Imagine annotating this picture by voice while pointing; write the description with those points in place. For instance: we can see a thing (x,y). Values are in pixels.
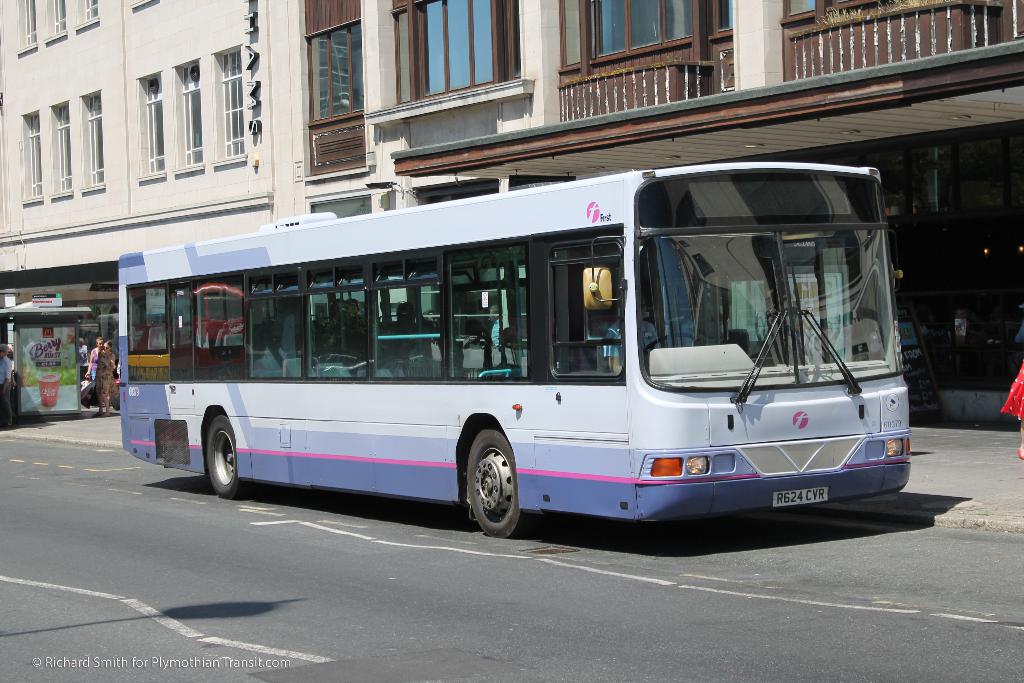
In this picture, we can see a few people (112,360), and a few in vehicle (453,359), and we can see the road (124,555), store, building (29,241) with windows (237,52), glass doors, and fencing (905,53).
